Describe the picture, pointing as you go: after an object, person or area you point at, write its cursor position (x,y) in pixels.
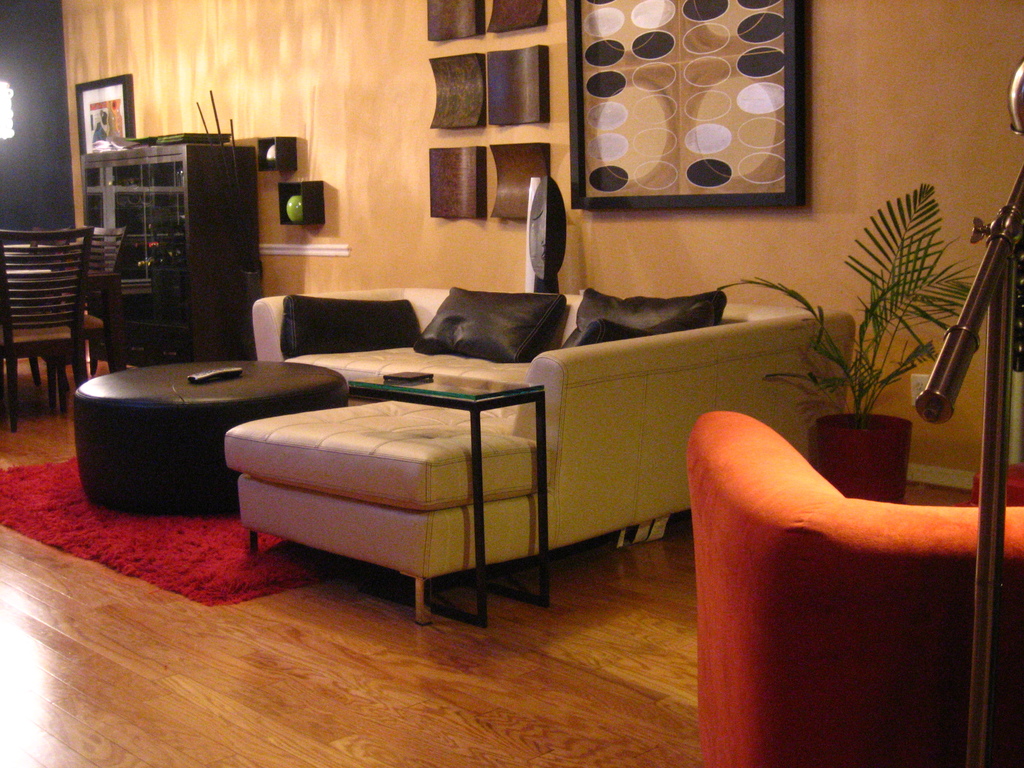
As we can see in the image there is a wall (385,93), photo frame (722,74), rack (163,172), chairs (23,264), sofas (356,426) and on the right side (896,456) there is a plant (868,318) and there is a remote (207,376) over here.
